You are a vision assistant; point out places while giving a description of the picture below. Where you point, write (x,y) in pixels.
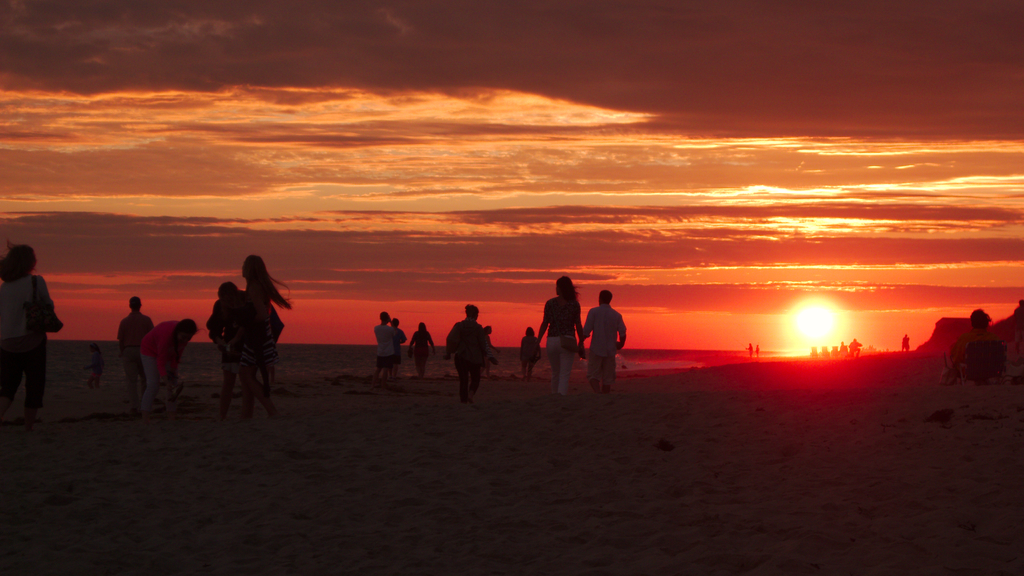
There are many people (554,344) on the sea shore (517,446). In the background (516,195) there is sky (518,203) with sun (807,324) and clouds (671,250) and the sky (694,296) is in red color.
